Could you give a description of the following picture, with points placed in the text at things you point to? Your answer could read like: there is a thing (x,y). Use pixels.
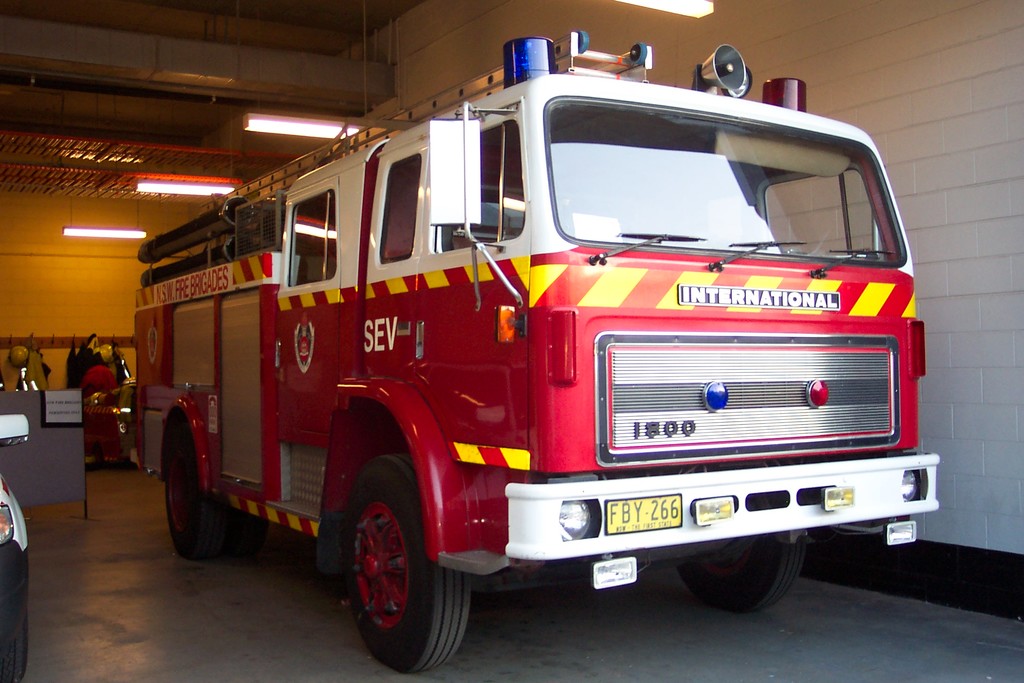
In this image I can see a red color fire truck (410,361) visible on the floor (282,619) and I can see lights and the wall (884,33).
